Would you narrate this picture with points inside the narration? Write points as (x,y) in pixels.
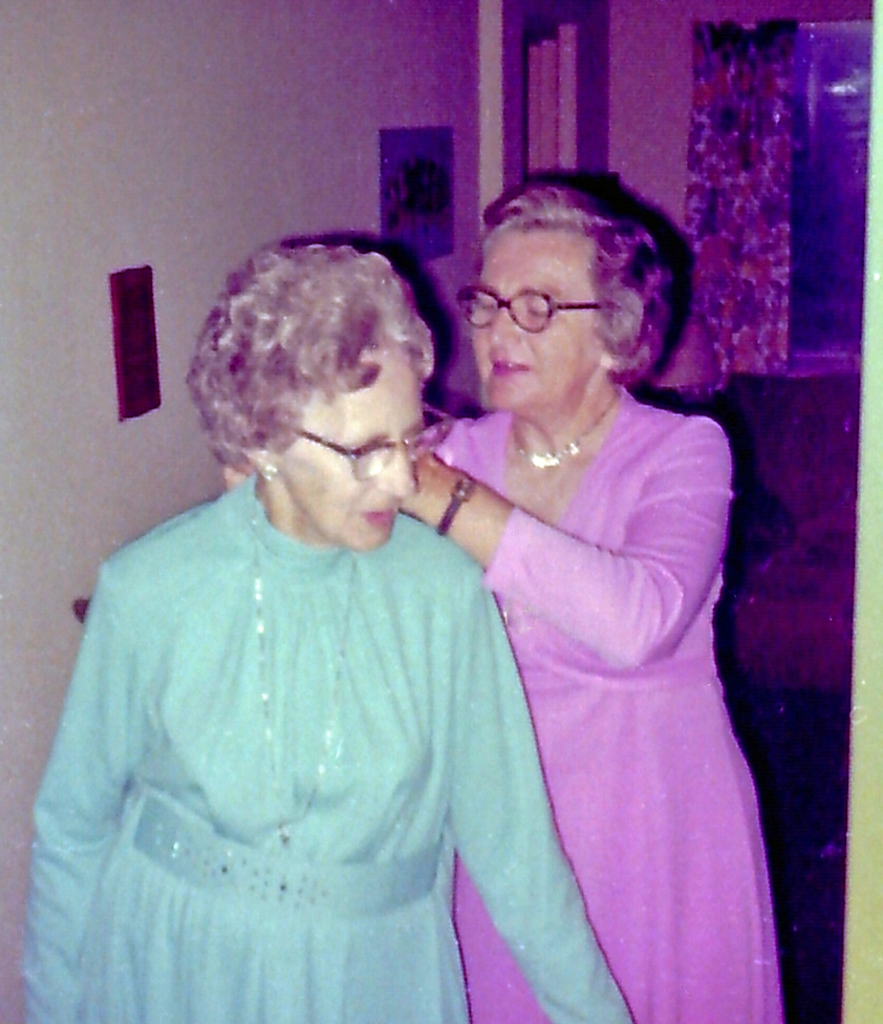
In this image we can see two ladies (525,636), one is wearing blue color dress (346,864) and the other one is wearing purple color. Behind them white color wall (124,119) is there and one curtain (746,134) is present. To the right side of the image (809,542) sofa (800,507) is present.
